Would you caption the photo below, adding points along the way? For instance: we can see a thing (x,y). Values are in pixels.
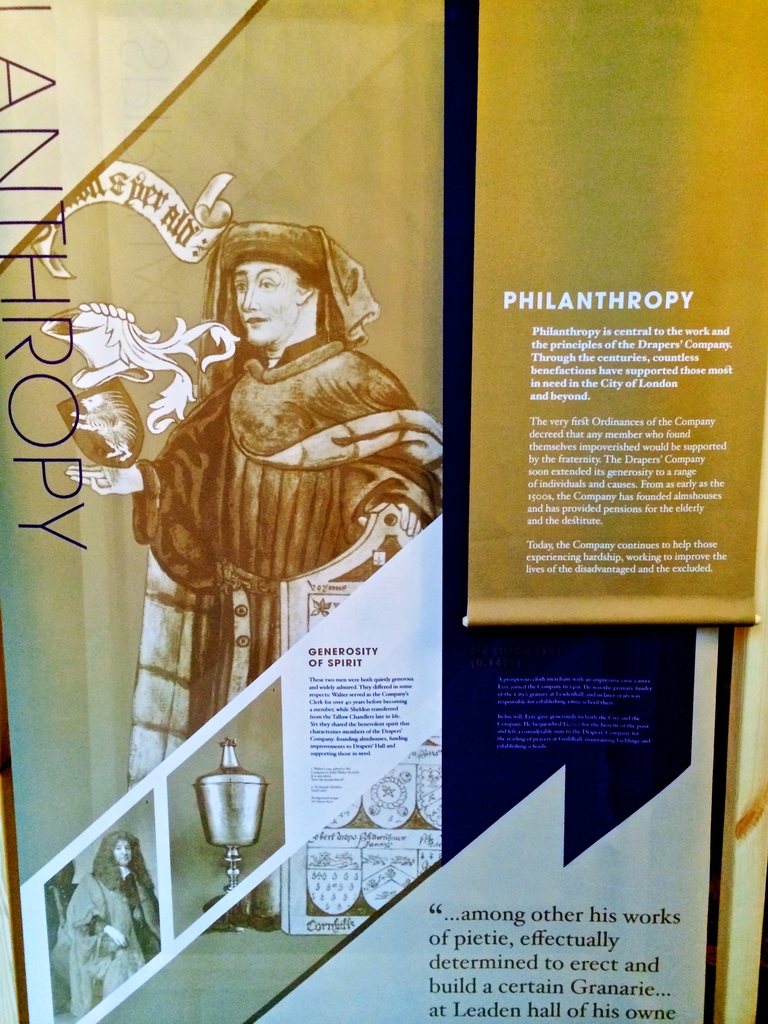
In this picture there are few images (205,537) and there is something written beside it.
